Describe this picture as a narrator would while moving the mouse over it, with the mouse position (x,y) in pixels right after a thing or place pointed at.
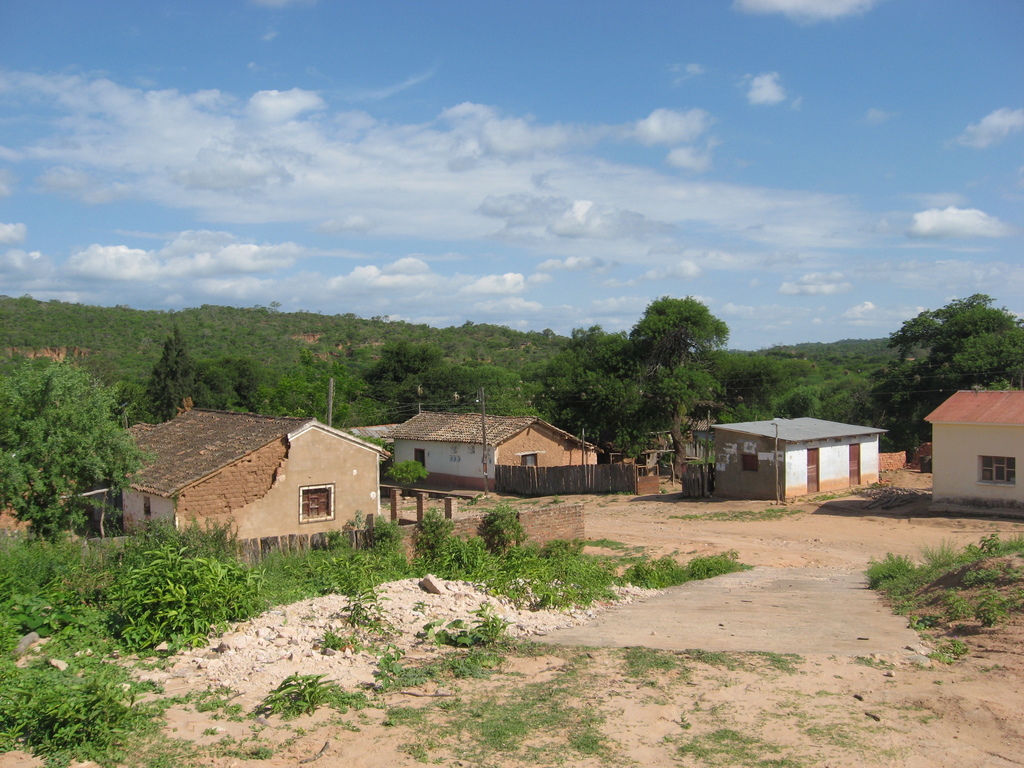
In the foreground of the picture (552,558) there are plants (300,592), stones (211,648), grass (472,720) and soil (985,629). In the center of the picture (541,382) there are trees (600,368), huts (430,451), railing (611,470), and poles (484,443). In the background (260,343) there are trees (285,320). Sky (494,143) is sunny.
